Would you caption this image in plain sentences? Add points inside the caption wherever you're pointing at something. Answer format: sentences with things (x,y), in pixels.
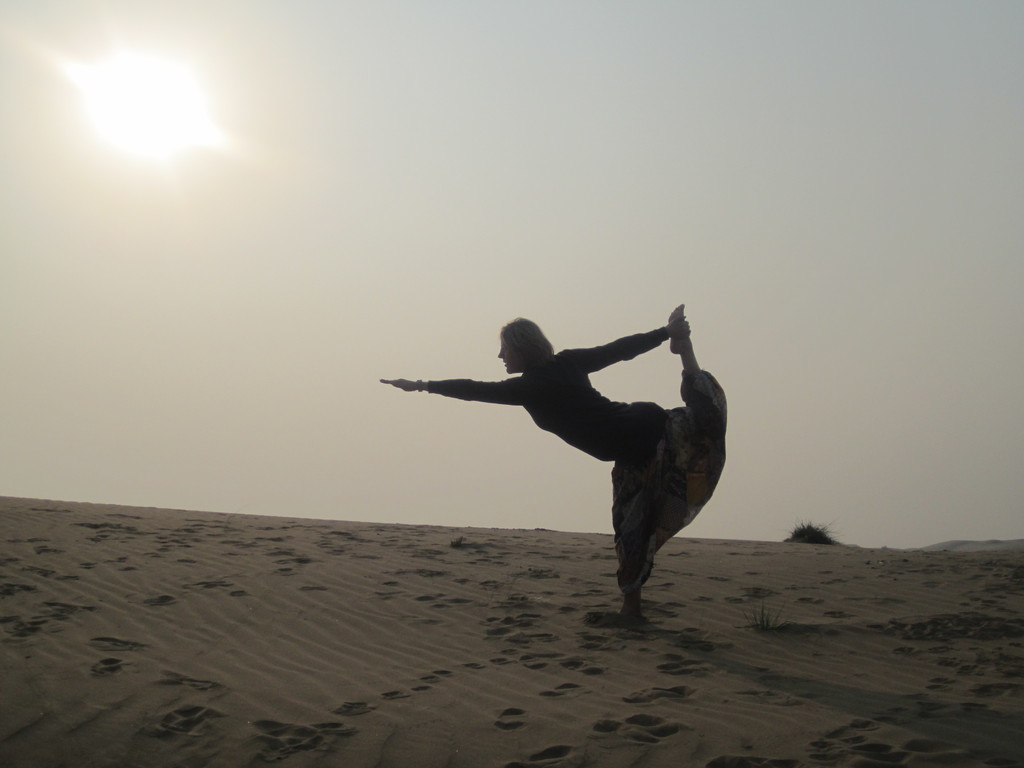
In this picture we can see a person (552,391) standing in the desert (567,634) and doing the yoga. Behind we can see sky (686,181).
